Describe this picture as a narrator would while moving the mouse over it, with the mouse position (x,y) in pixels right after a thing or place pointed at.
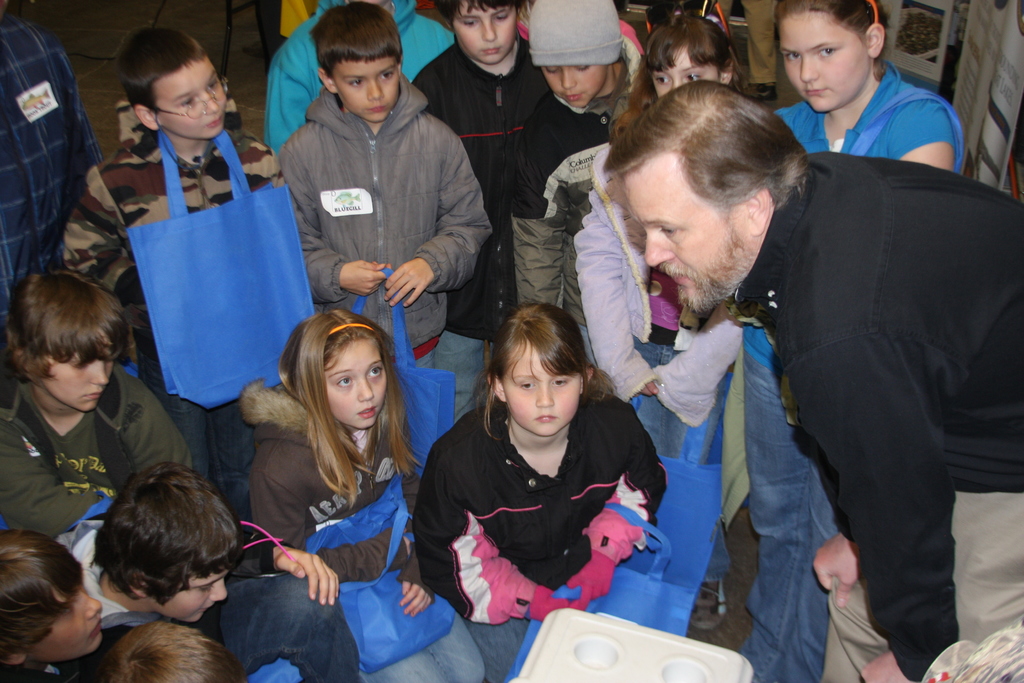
In the center of the image (471,449) some people (387,456) are sitting and carrying carry bags (398,504). In the background of the image (402,204) some people (472,186) are standing, some of them are carrying bags (267,248). At the bottom of the image (612,639) a box (629,643) is there. At the top right corner (998,39) we can see board (927,42), floor (780,82) are there.
